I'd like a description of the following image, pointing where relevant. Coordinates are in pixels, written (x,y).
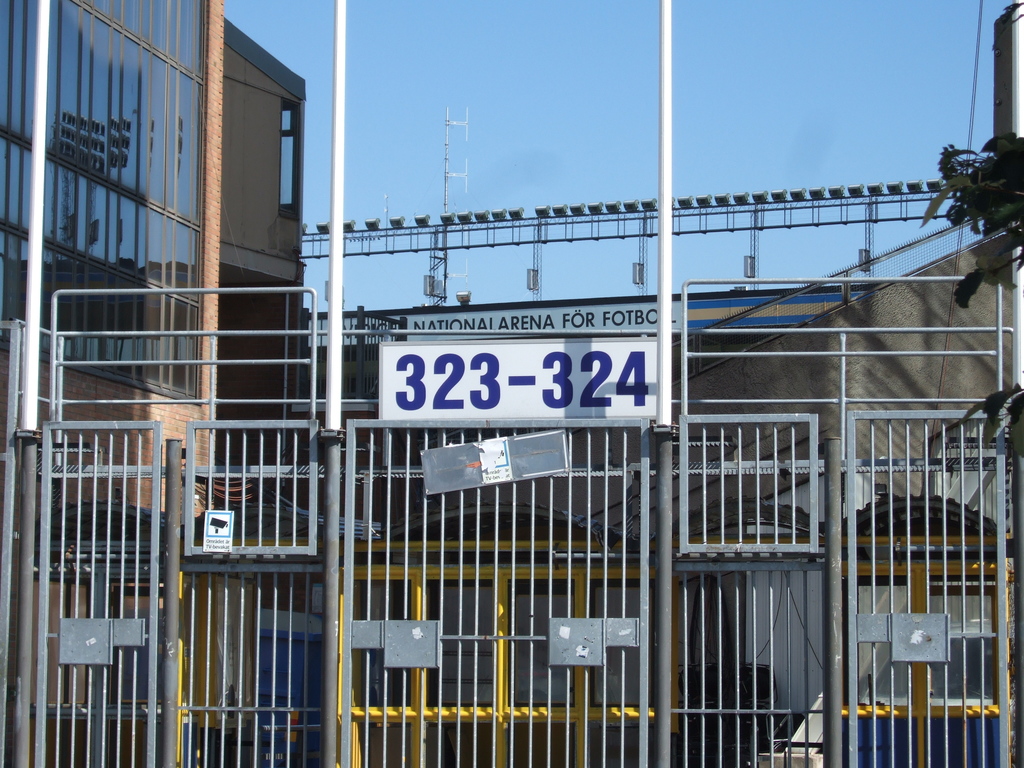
This picture is clicked outside. In the foreground (364,543) we can see the text (453,323) and numbers (565,370) on the boards (517,359) and we can see the metal rods (6,448). In the center (380,424) we can see a building (280,197), metal rods (816,225) and some objects (684,205) seems to be the lights (921,188). On the right corner (994,187) we can see an object (993,212). In the background (548,277) we can see the sky (577,113) and some other objects (748,540).
